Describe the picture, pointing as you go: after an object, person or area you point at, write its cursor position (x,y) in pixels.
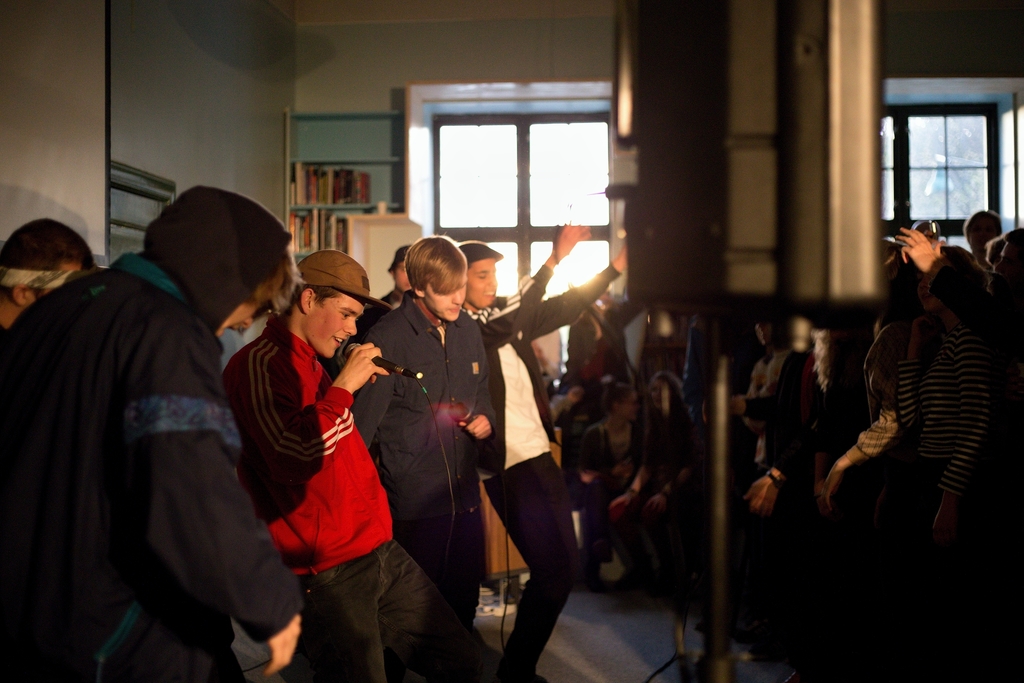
In this image we can see people (898,502). The man (344,515) standing in the center (407,370) is holding a mic (348,349). In the background (362,101) there is a wall (363,84) and we can see a shelf (346,155). There are books (311,187) placed in the shelf (350,142). There are windows (522,187).
